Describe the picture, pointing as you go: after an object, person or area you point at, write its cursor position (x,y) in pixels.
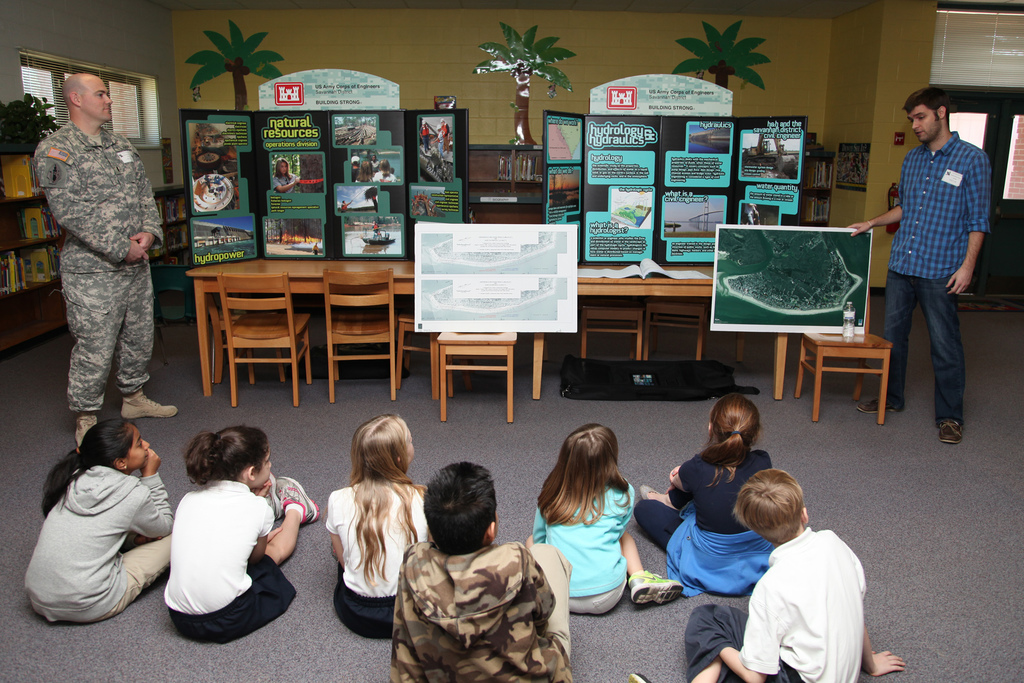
In this picture, There are some tables (211,283) which are in yellow color and there are some chair (404,322) in yellow color on that there are some posters (410,156) on the ground (52,666) there are some kids (364,527) sitting and there are two persons (103,198) standing and in the background (865,111) there is a yellow color wall (464,73) and there are some green color artificial plants (548,68).
